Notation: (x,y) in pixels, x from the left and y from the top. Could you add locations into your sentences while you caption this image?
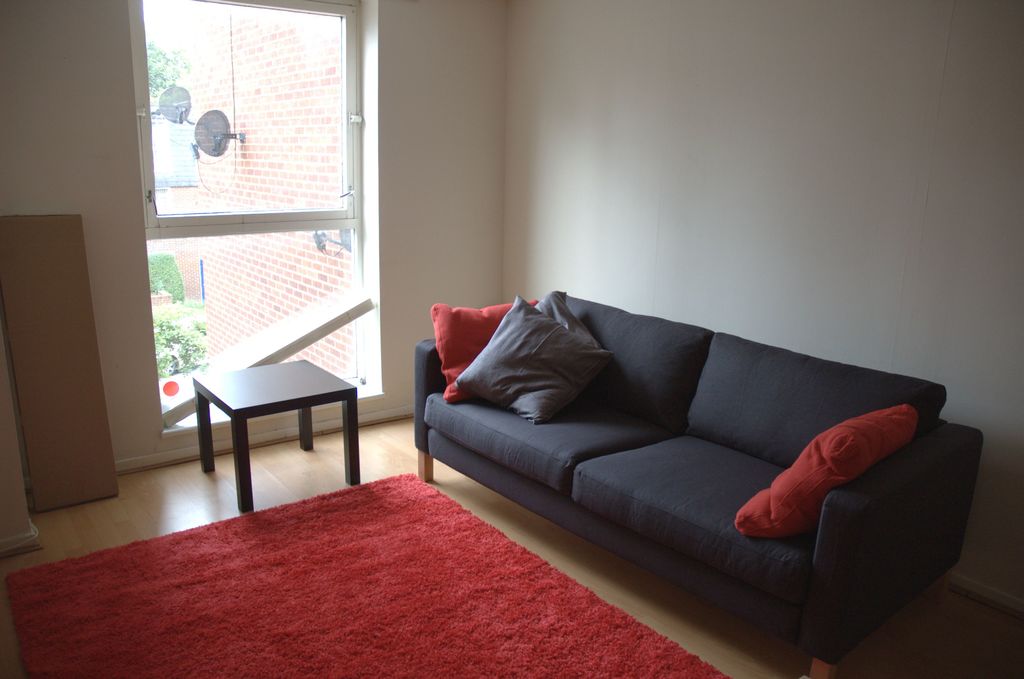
In this picture we can see inner view of room (595,328) in which black couch (505,430) is placed with three pillow (473,339) two red and one grey. beside there is wooden small table (297,379) and red rug (332,571) placed on the ground (443,627). Behind we can see a white wall (826,76) and glass door (286,200) from which red brick wall (259,127) and tree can be seen.
